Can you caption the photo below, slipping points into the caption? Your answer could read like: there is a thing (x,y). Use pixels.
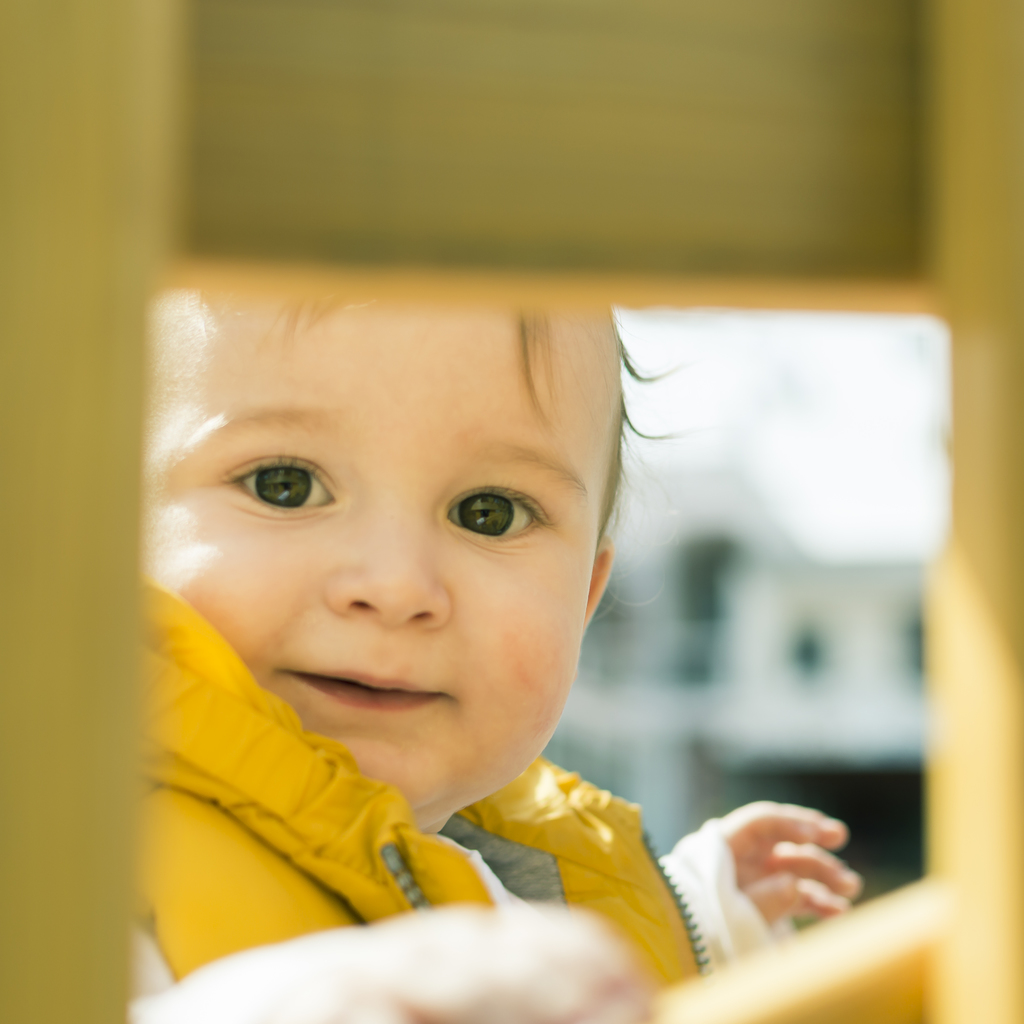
In this image, we can see a kid (572,564) wearing clothes (487,823).
